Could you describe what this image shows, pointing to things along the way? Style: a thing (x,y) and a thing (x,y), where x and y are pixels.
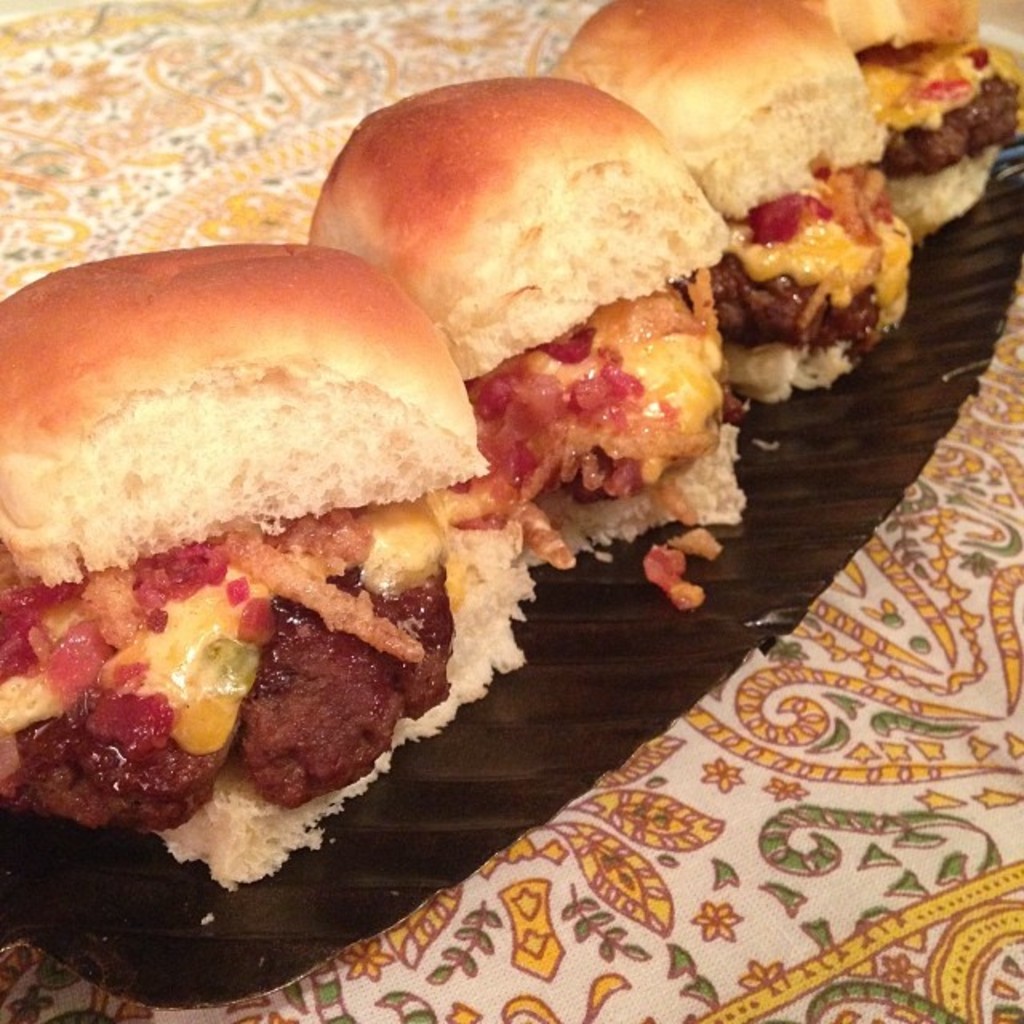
In this picture, we can see a plate (535,680) on a cloth (797,846) and on the plate (491,743) there are buns (255,433) and some food items (185,580).
